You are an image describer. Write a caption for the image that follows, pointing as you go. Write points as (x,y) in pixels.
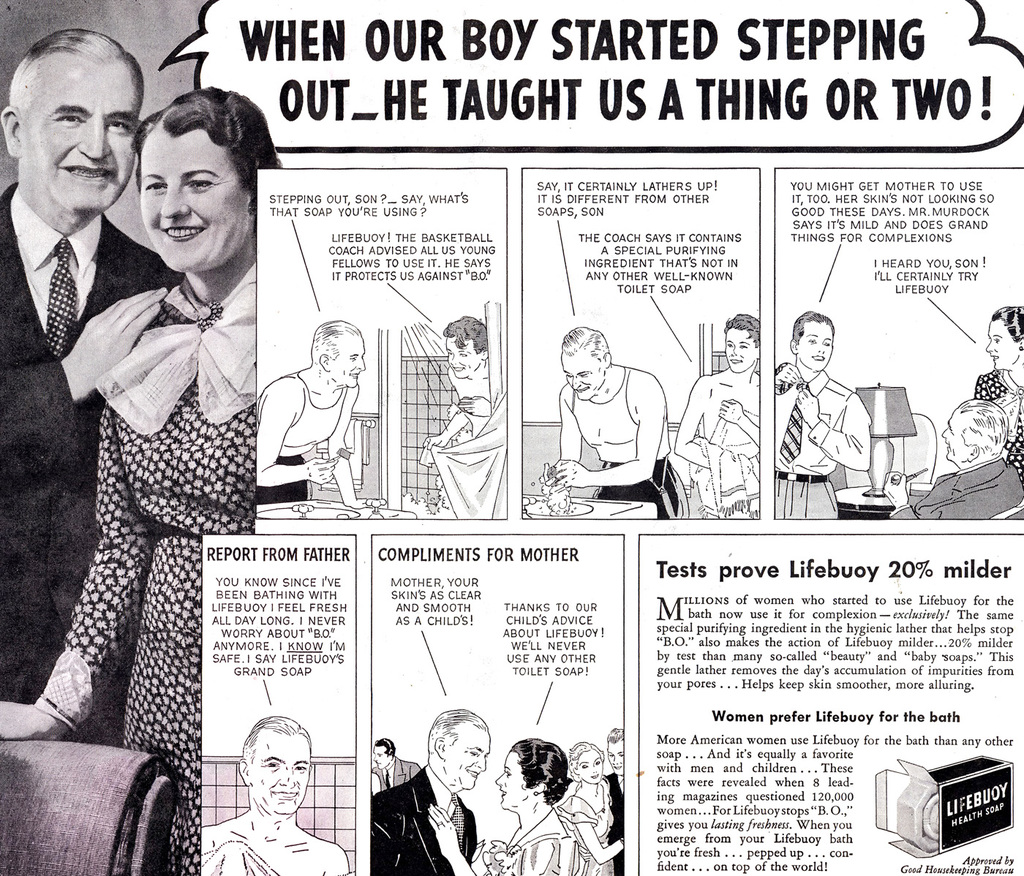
In this image there is a news paper clipping (837,494) with a picture (3,266) of a couple (254,367) with some text (776,670) and cartoon images (597,611) on it.
